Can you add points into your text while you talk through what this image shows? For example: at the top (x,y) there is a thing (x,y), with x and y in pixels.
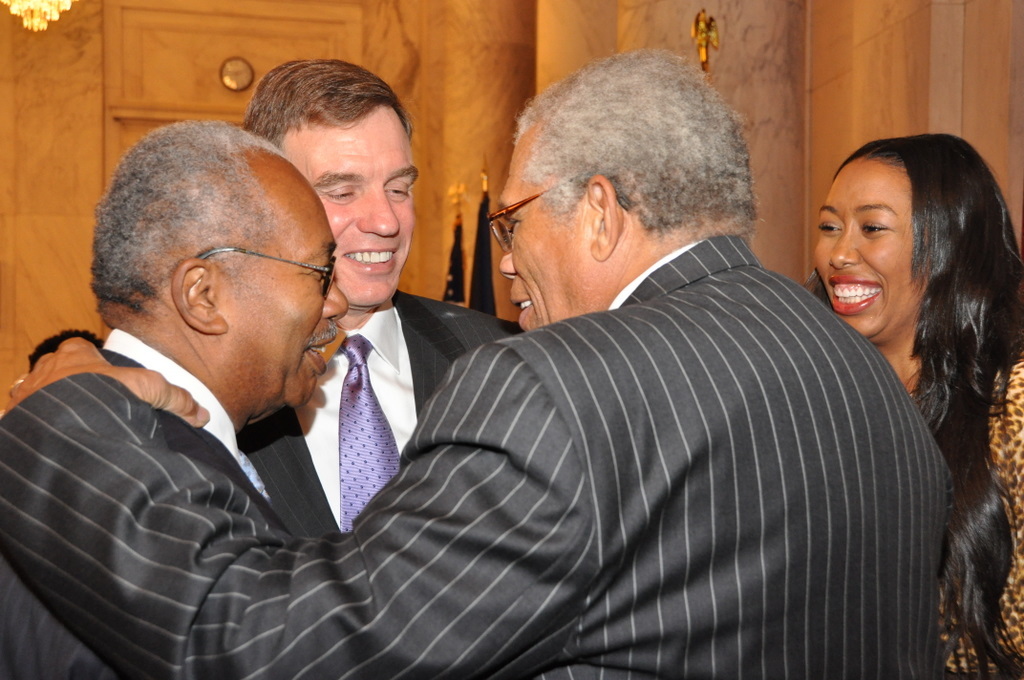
In the image in the center (640,438) we can see four persons (631,309) were standing and they were smiling, which we can see on their faces (895,244). in the background (237,69) there is a wall (125,65), pillars (492,71), flags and few other objects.
